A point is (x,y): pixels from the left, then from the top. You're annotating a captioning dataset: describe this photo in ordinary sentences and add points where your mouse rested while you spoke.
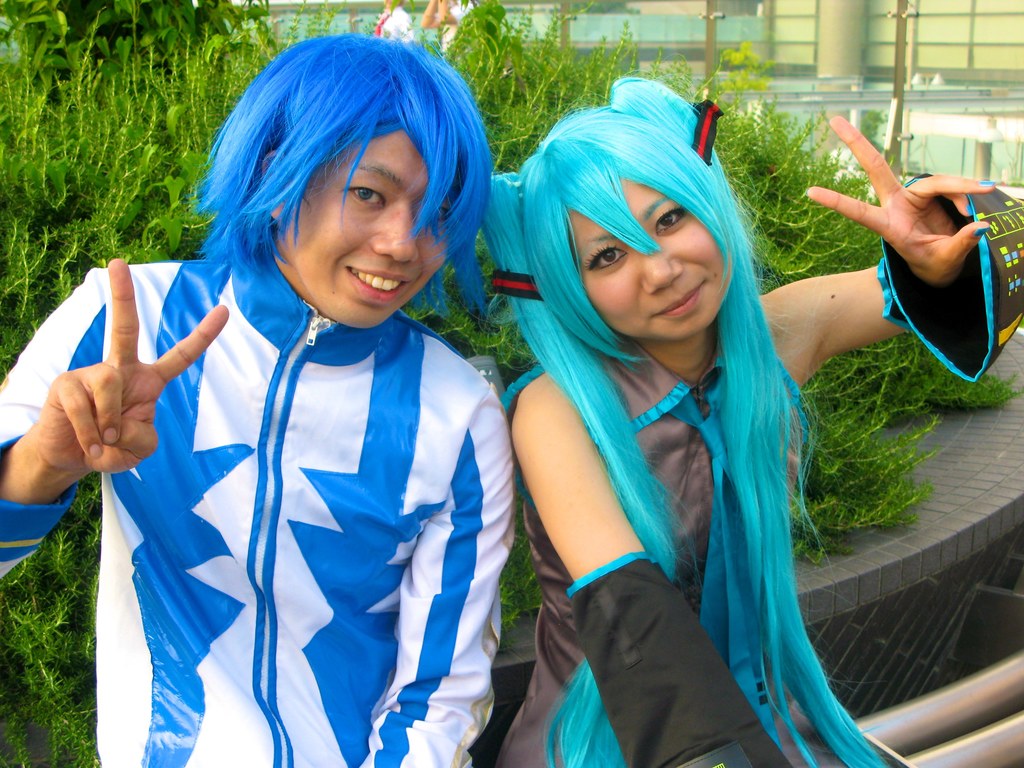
In the middle of the image (384,410) two persons (456,208) are sitting and smiling. Behind them we can see some plants (71,104). At the top of the image (718,31) we can see two persons (446,36) and building (962,47).
